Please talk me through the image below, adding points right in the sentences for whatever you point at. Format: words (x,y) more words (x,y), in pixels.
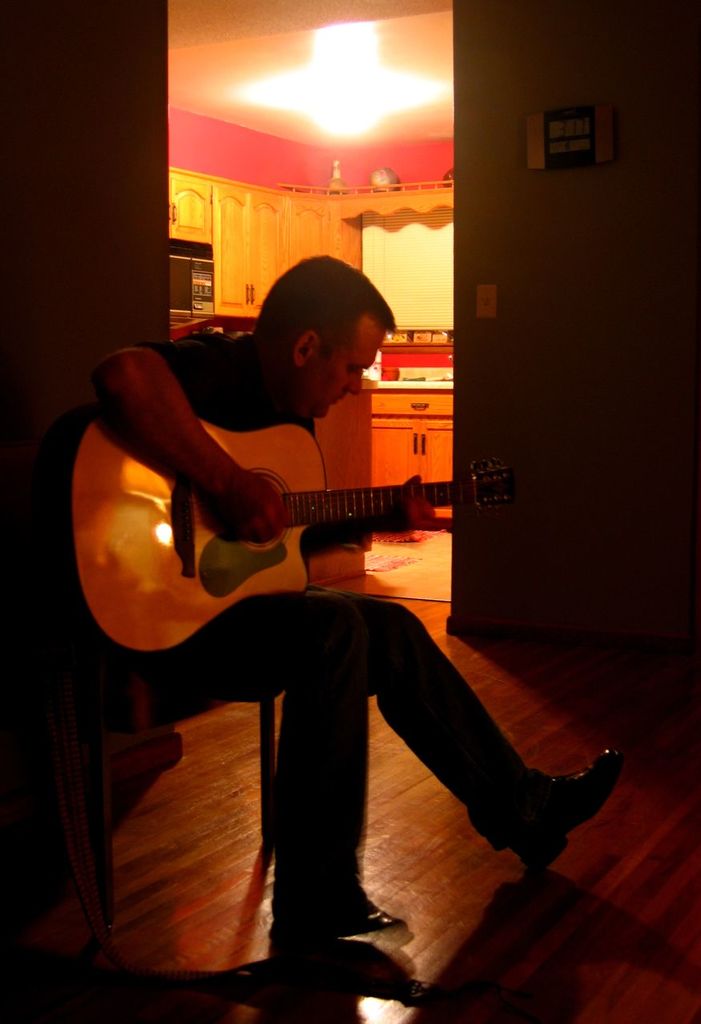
In this picture there is a person (318,260) who is playing the guitar (132,597) by sitting on the chair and there is a room (407,294) behind the person (360,294) where there is a light (345,52) and desk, there is a switch board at the right side of the image (483,288).
